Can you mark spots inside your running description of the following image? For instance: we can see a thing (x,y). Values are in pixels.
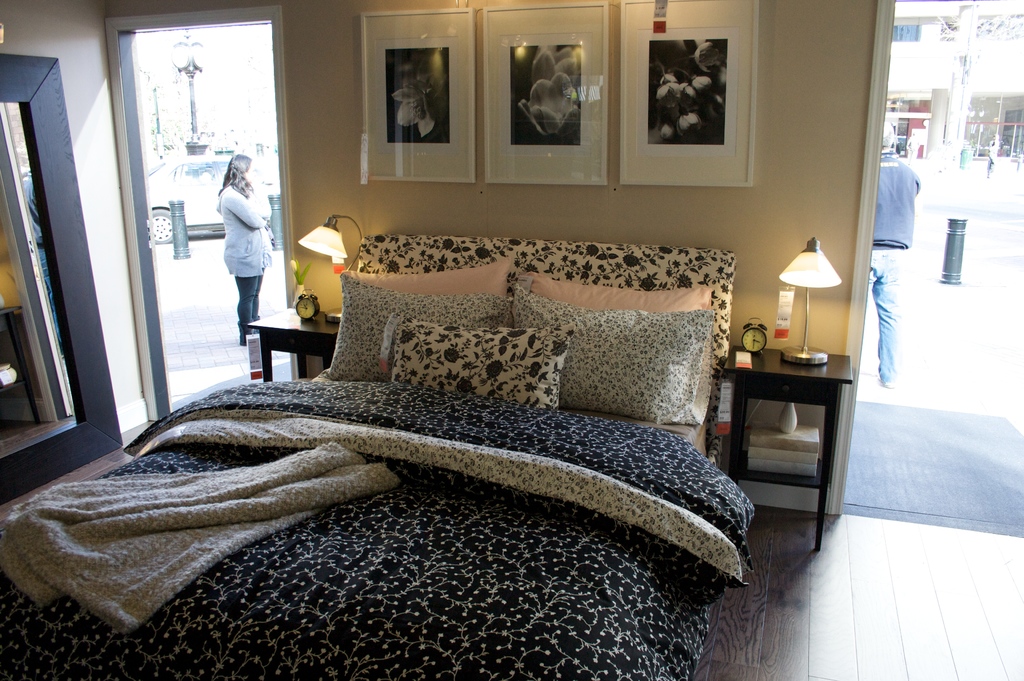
In this image I can see a pillows (409,375) on the bed (447,597). There is blanket (463,514) on the bed (512,462). On the table (756,360) there is a lamp (807,362) and a clock (749,337). At the back side (229,265) we can see a woman (247,327) standing on the road (202,353) we can see vehicles (190,161) on the road (221,348). On the wall (619,85) there are frames (528,130).
